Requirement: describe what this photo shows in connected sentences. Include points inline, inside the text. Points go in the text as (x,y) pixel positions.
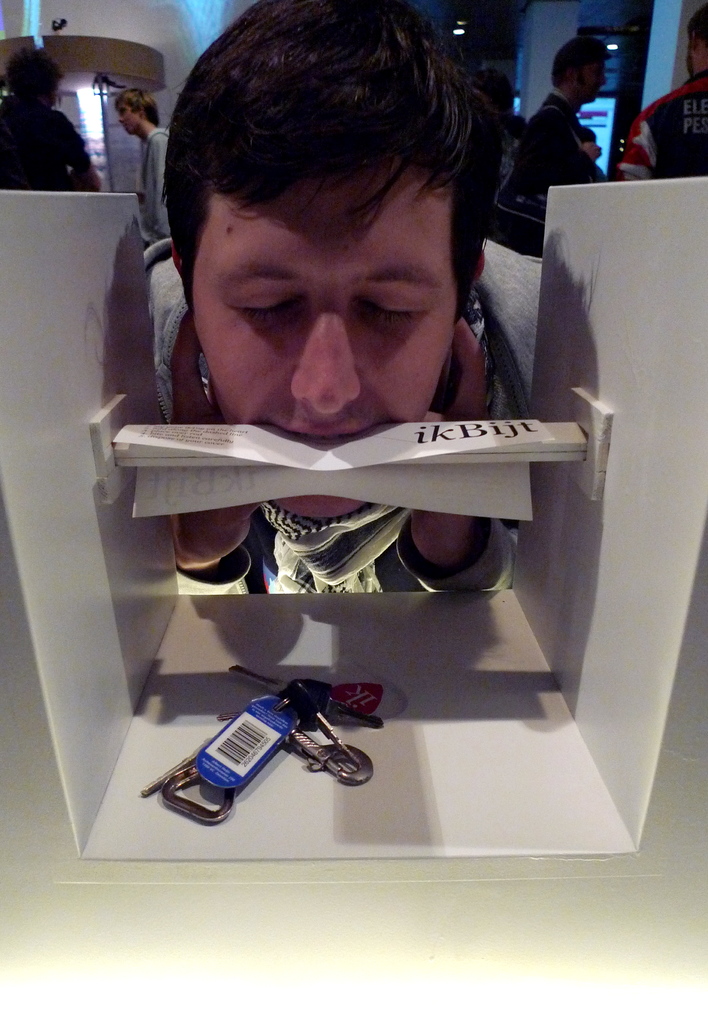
In this image we can see there is a person (361,532) placed his head (266,354) in the box (38,408) and removing the paper (383,482) which is attached in inside the box (585,354) with the help of his mouth (342,432). In the box (278,793) there is a keychain (244,752). In the background (685,125) there are some people (557,115) standing.
